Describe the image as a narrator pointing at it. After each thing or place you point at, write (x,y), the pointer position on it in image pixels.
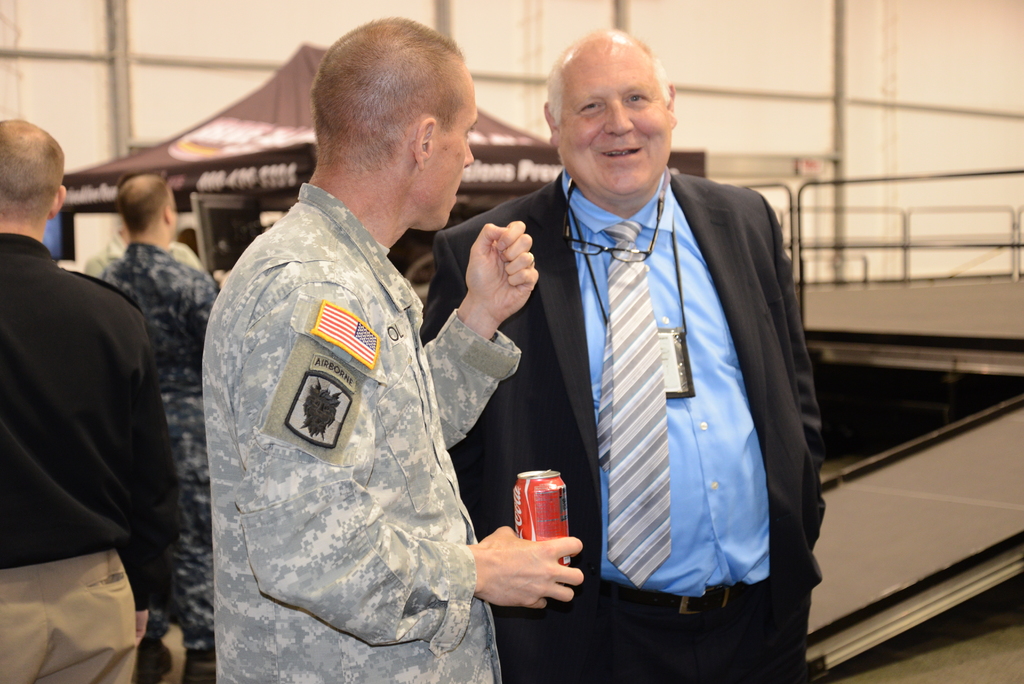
In the foreground of this image (386,523), there is man (381,586) in military dress (440,643) holding a tin (536,509) in his hand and another man (641,394) in suit (511,667). In the background (65,335), there is a tent (266,120), few persons (108,295) standing, a ramp (976,522), railing (920,208) and a wall (812,78).
